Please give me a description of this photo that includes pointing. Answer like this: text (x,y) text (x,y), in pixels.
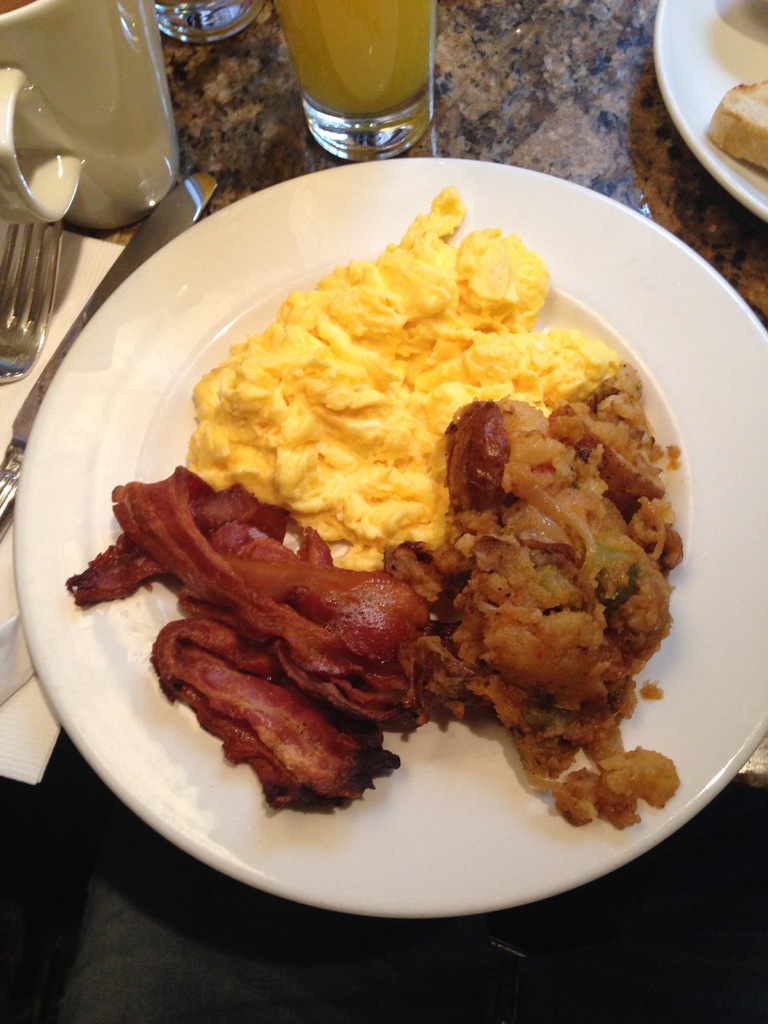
In this picture we can see plates (675,486), food (605,784), glass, cup (159,171), forks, tissue paper (106,261) and these all are placed on a platform (612,125).
